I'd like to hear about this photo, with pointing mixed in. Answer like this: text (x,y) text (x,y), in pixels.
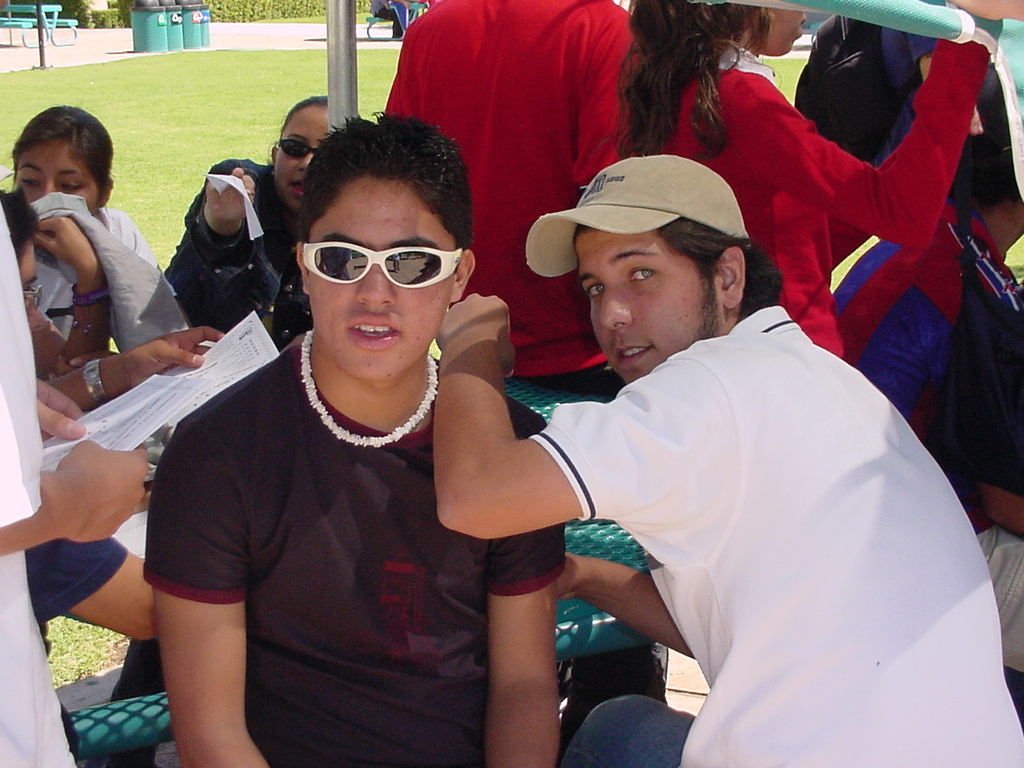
Here I can see few people (282,255) are sitting. In the foreground (474,703) two men (618,464) are looking at the picture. Both are wearing t-shirts (699,592). On the left side (22,477) a person (68,400) is holding a paper (180,391) in the hands (58,414). In the background (188,90), I can see the grass (204,71) and few dustbins (159,29) and a bench (43,18) which are placed on the road (92,56).
